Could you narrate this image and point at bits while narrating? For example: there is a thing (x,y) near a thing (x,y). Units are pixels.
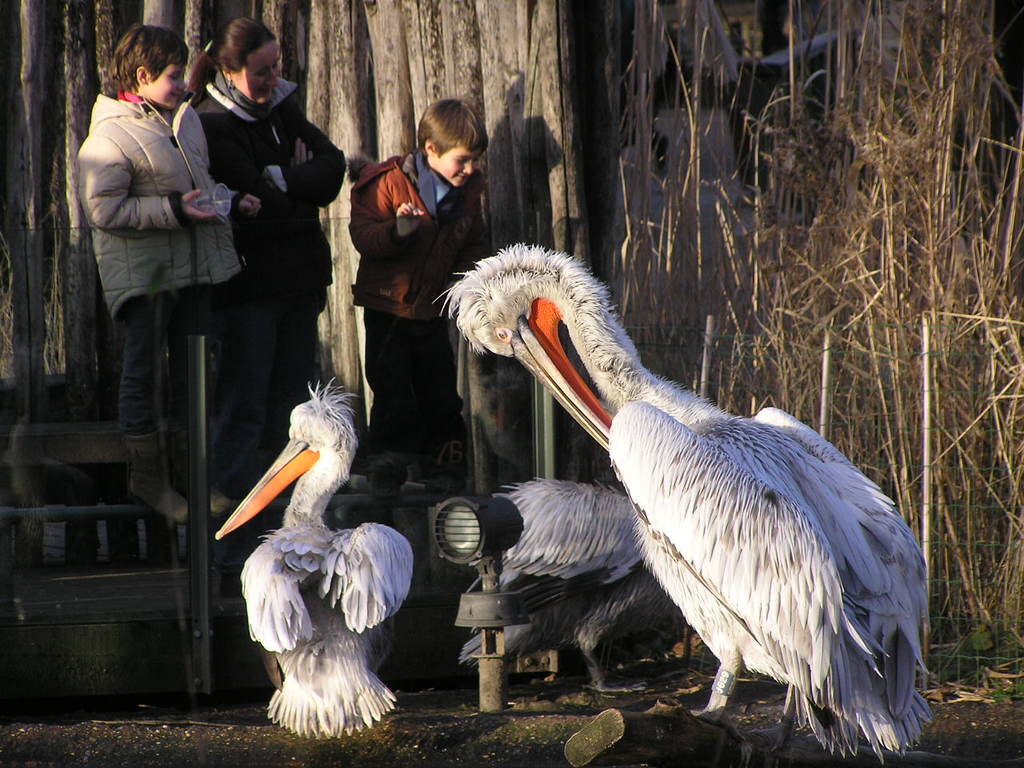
In this picture there are three Pelican birds (771,548) and there are three persons (288,204) standing in front of them and there is an wooden object (448,49) behind them and there are few plants (944,257) in the right corner (899,285).
